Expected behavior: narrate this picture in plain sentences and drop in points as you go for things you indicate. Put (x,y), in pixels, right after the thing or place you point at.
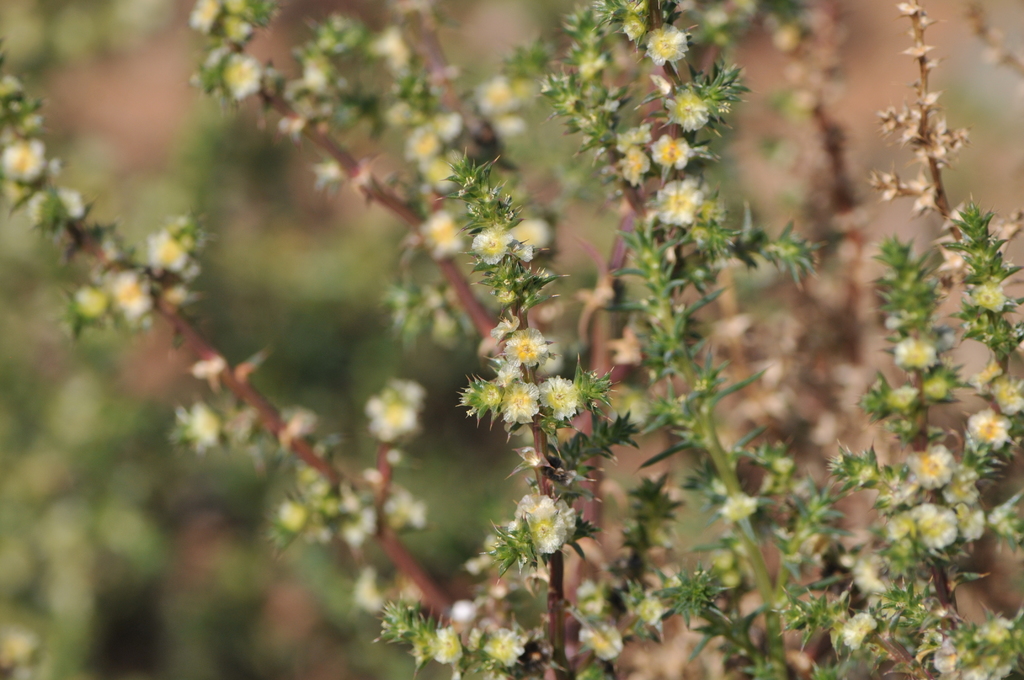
In this image we can see the plants (636,160) with flowers (950,654) and buds (290,526). It looks like some plants (97,426) in the background (291,543) and the image is blurred.
